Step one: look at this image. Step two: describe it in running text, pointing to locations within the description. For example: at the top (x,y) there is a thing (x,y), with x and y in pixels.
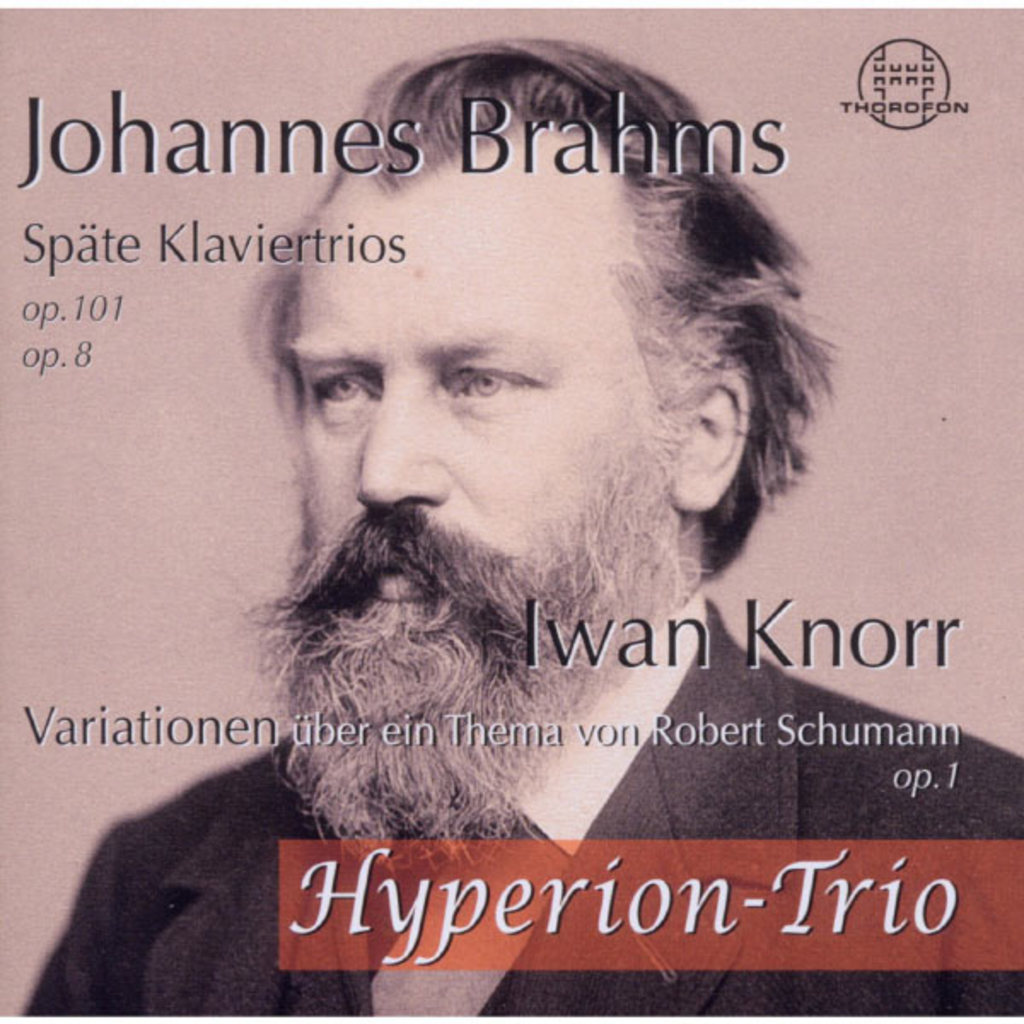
In this image I see a man (620,314) who is wearing suit (641,791) and I see words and numbers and I see a logo (889,71) over here.
